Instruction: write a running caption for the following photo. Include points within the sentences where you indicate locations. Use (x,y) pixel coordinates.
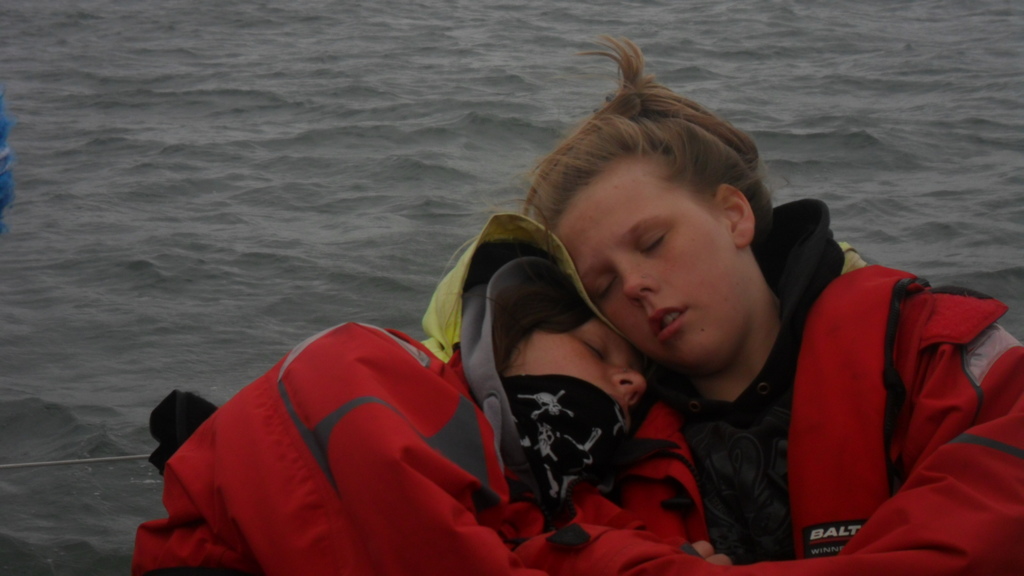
In this image we can see two people (537,345) lying on each other in a boat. On the backside (186,304) we can see the water (211,245).
